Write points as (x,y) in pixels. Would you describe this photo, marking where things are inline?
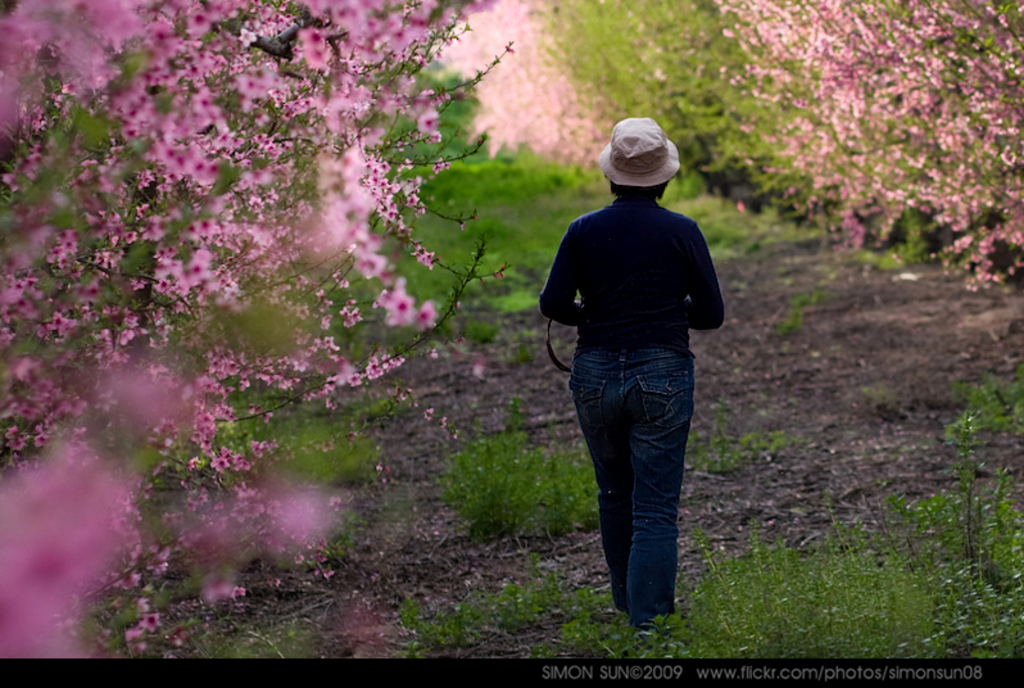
There is a person (632,379) walking and wore hat (645,166) and we can see plants (722,585), trees (772,146) and flowers (242,490). At the bottom of the image (593,662) we can see watermark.
